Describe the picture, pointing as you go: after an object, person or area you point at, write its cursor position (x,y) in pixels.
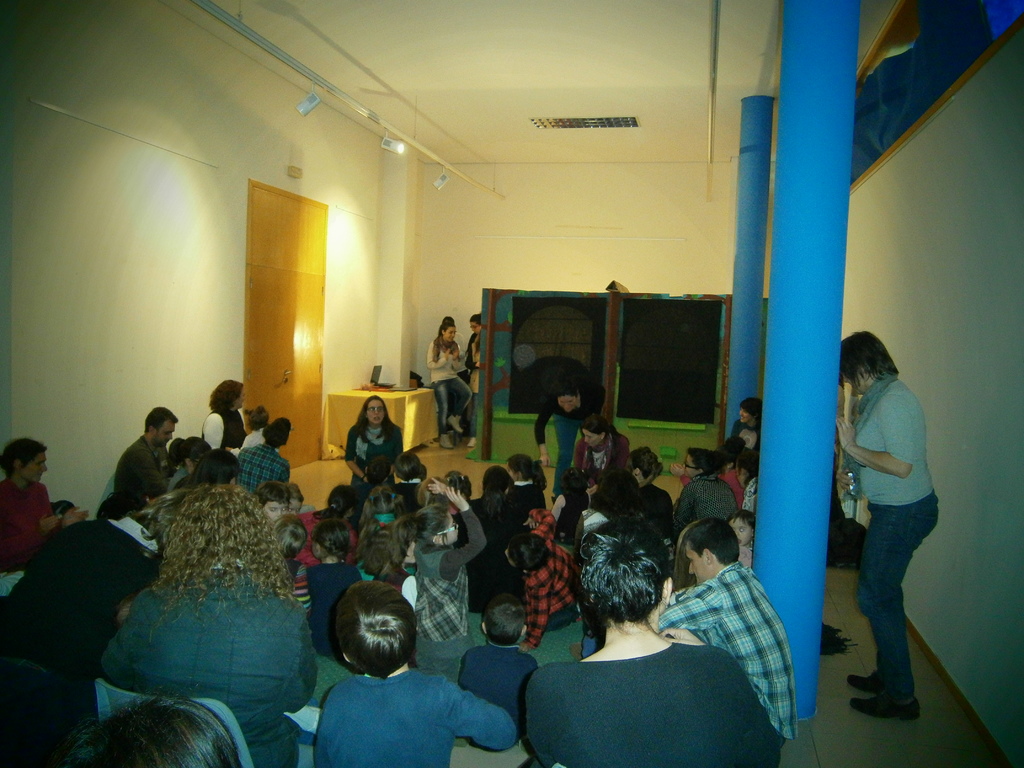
The picture is taken in a room (219,2). In the center of the picture (502,493) there are kids (453,536), women (238,515) and men (699,616). In the background (390,336) there are lights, door (311,274), wall (451,277) and women (454,330). On the right (811,441) there are pillars (813,290) and a woman (883,533).
